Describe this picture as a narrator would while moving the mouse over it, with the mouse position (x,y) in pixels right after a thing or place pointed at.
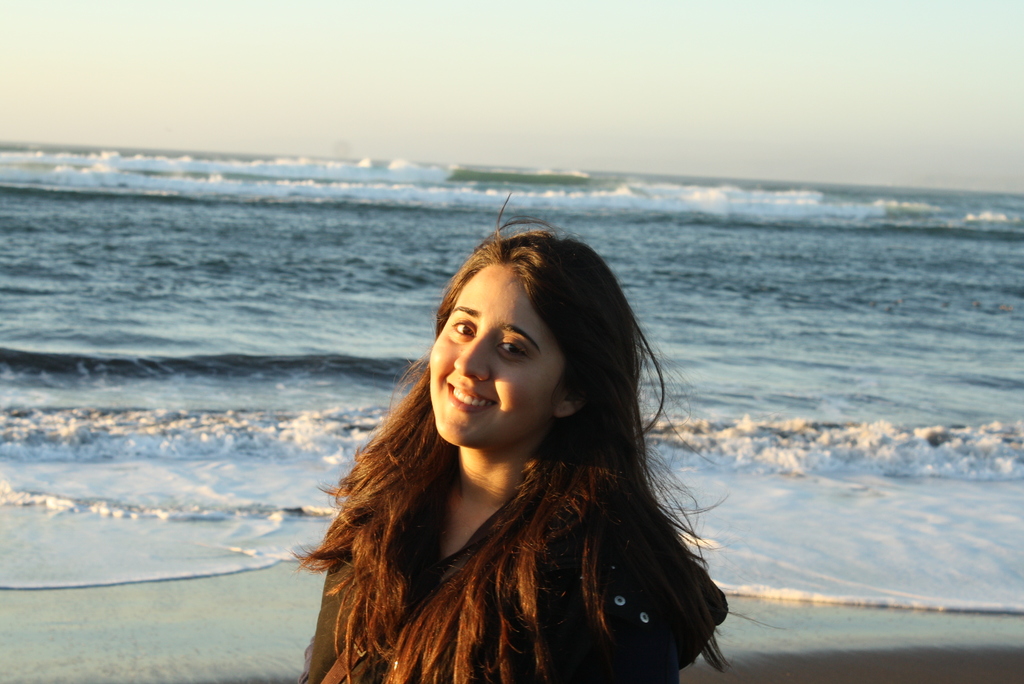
In this image we can see a woman (466,429), behind her we can see the ocean (579,179), and the sky (584,113).
